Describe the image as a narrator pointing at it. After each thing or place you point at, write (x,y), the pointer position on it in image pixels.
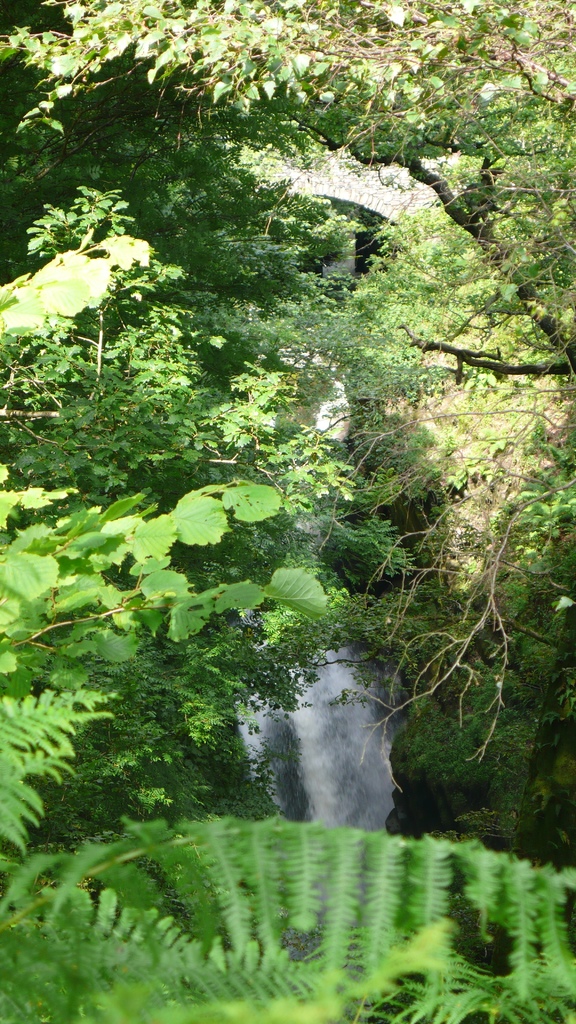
This image consists of trees (181,812), water (304,732), grass (490,491) and a wall (329,170). This image taken, maybe during a day.
